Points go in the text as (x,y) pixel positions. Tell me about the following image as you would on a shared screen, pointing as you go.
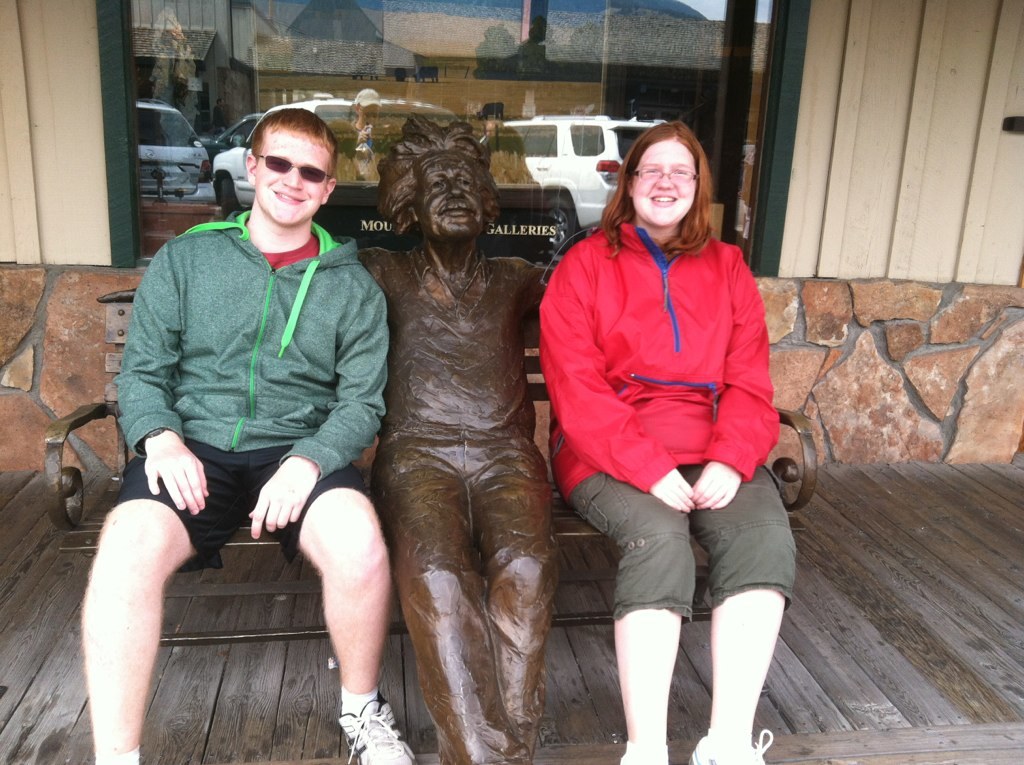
In the background (861,80) we can see the wall (894,87). We can see the reflection (507,48) on the glass (463,76). In this picture we can see a man (249,292) and woman (694,135) sitting on a bench (539,369) and smiling. In the middle (539,495) we can see a statue (443,394) on a bench (799,492). At the bottom portion of the picture (994,621) we can see the wooden floor (925,660).
